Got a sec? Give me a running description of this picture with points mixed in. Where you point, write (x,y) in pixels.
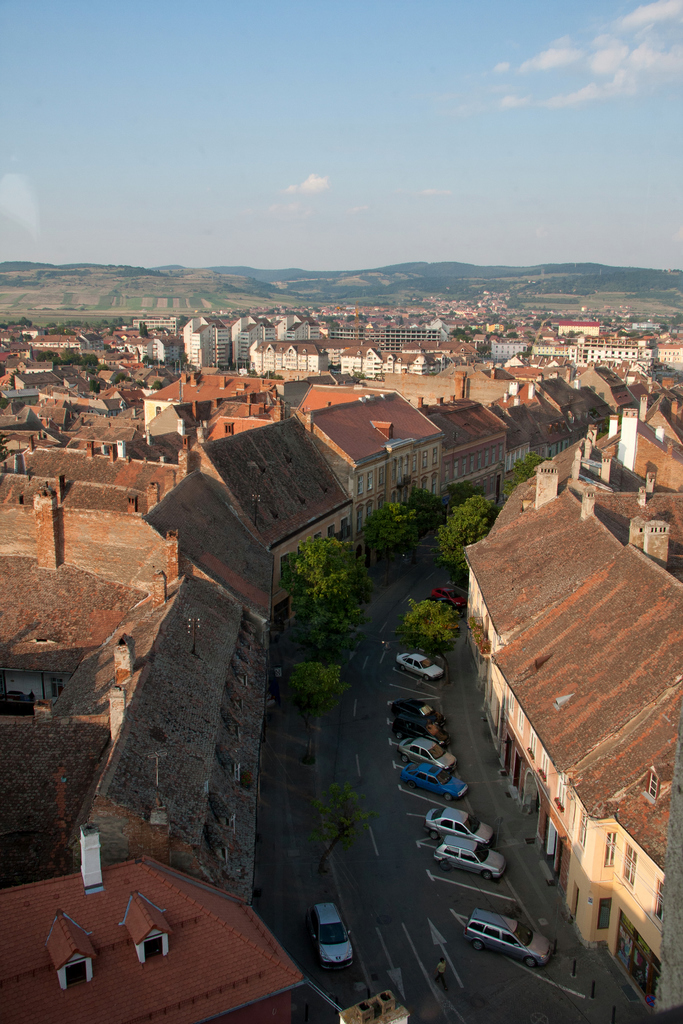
In this image we can see many buildings (181,569) with windows (281,612). There is a road (351,784). And there are many vehicles (420,721). Also there are trees (372,527). In the background (254,268) there are hills (467,295).
